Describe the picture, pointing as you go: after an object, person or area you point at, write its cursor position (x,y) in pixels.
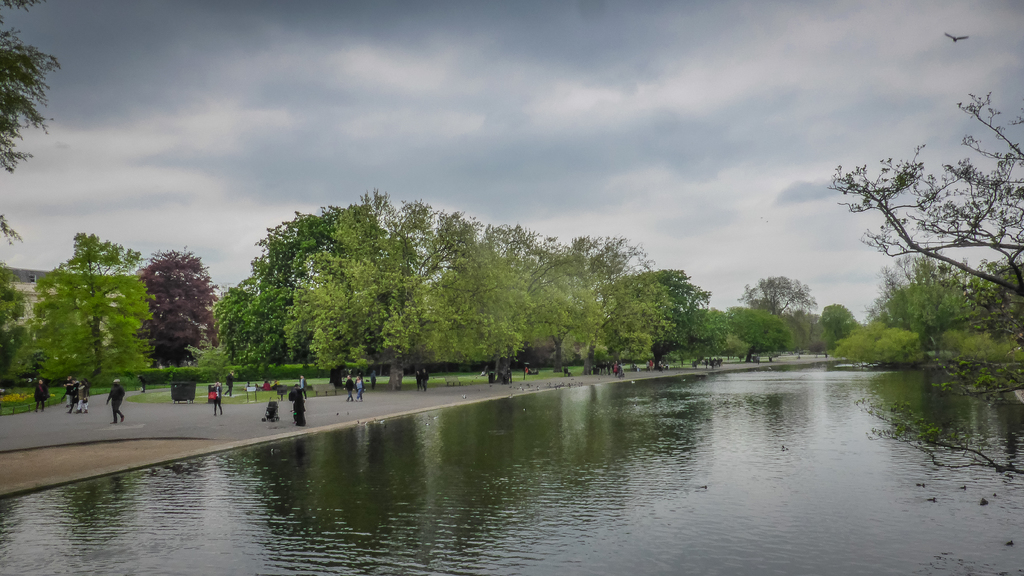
In the image there is a lake (851,455) in the front (740,401) with land (483,392) and trees (384,350) on the left side (161,415) and people (119,401) walking on the road (279,405) and above its sky (460,113) with clouds (721,97).
